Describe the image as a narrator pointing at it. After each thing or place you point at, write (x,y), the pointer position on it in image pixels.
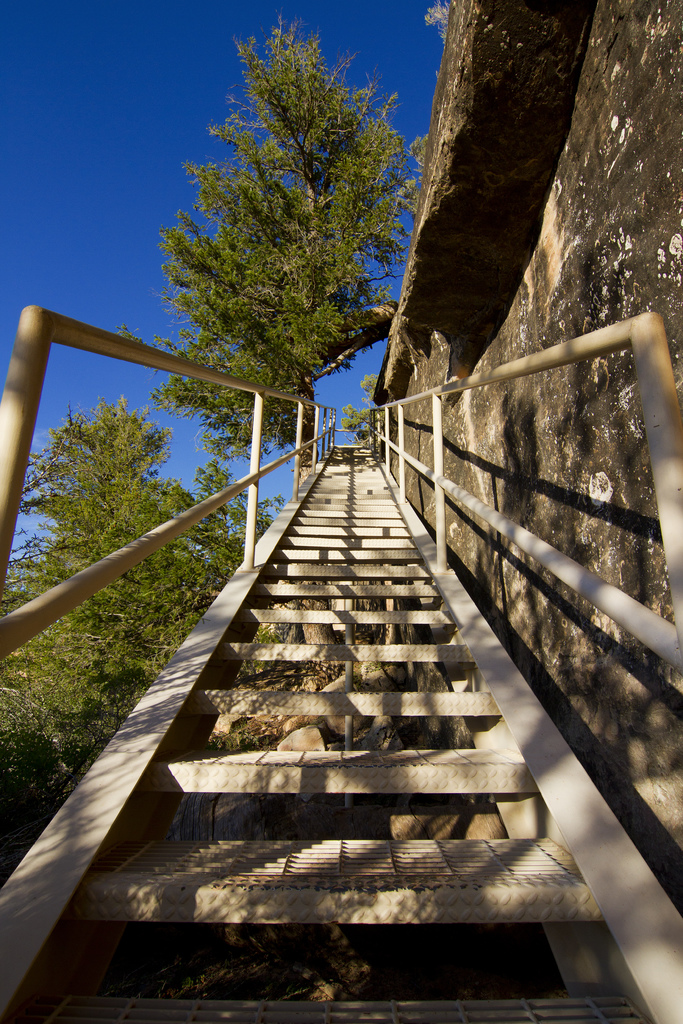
These are the stairs (280,1017) with the staircase holders (495,521). This is the wall (557,188). I can see the trees (249,331) with branches (309,240) and leaves (257,216). Here is the sky (72,124).
